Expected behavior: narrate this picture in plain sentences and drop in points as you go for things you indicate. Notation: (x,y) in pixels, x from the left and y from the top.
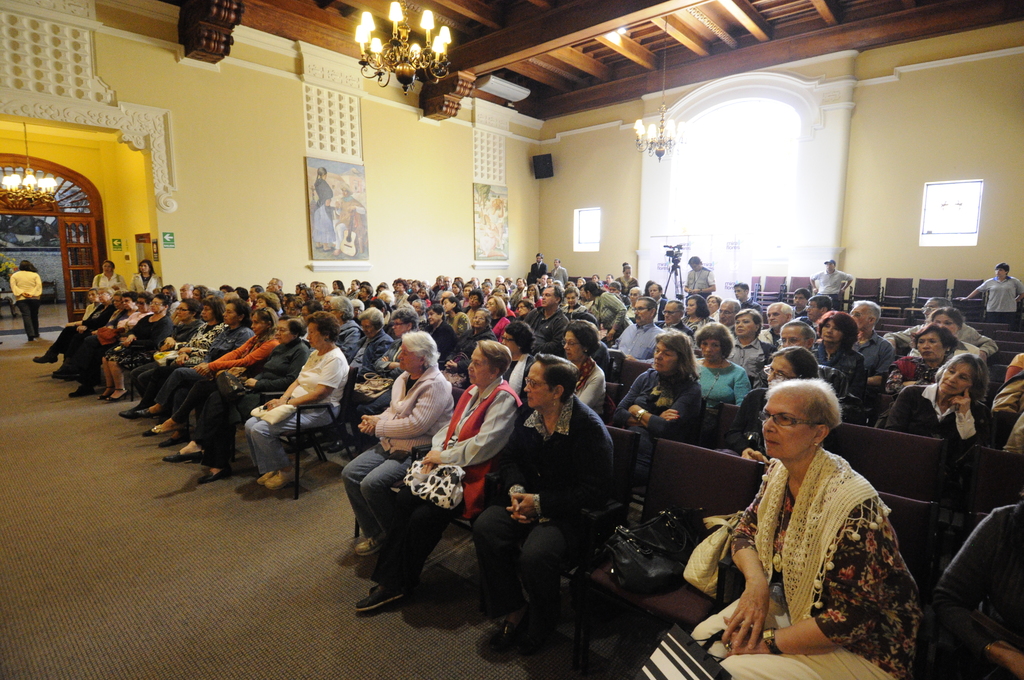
In the picture we can see a hall (122,421) with number of members (572,451) are sitting in the chairs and in the background (225,136) we can see the wall (390,234) with some paintings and to the ceiling (359,18) we can see lights (389,62).
